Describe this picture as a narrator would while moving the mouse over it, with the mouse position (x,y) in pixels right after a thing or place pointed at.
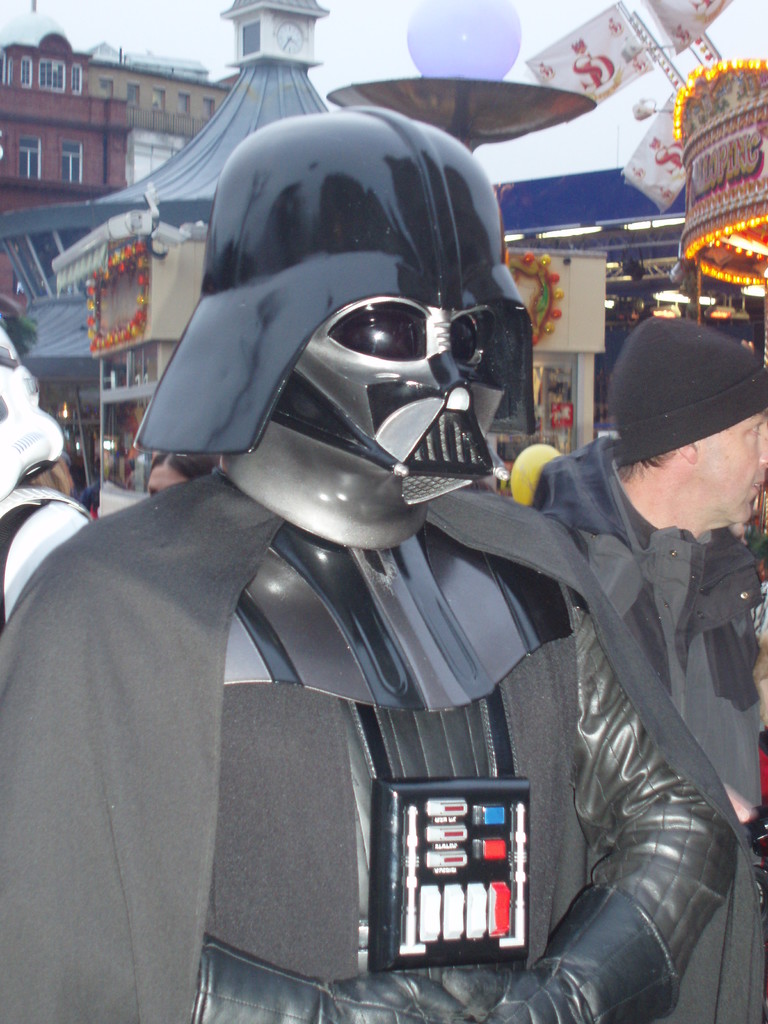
In this image, we can see a person (215,631) in fancy dress (233,250), in the background (705,643) there are some people (658,531) and there are some buildings (43,157).
